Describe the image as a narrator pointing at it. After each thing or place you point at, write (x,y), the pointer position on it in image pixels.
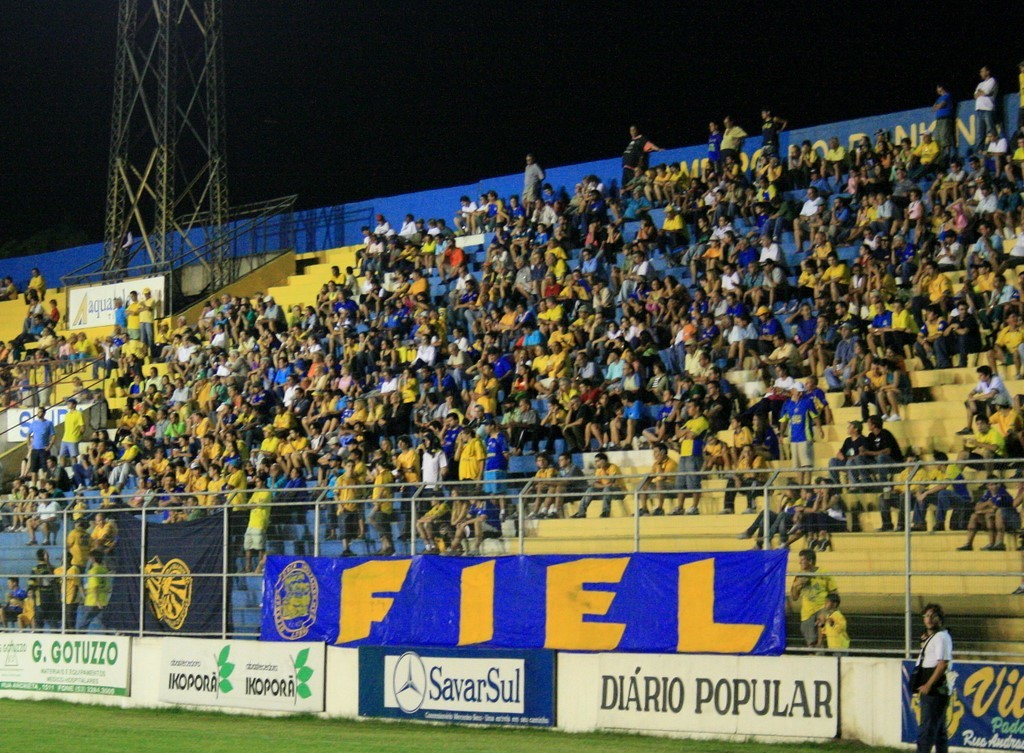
In this image I can see the group of people (550,254), few people (627,270) are sitting and few people (932,736) are standing. I can see boards (535,673), fencing (407,552), banners (768,570), metal tower (136,73), stairs (312,288) and the black color background (551,37).
